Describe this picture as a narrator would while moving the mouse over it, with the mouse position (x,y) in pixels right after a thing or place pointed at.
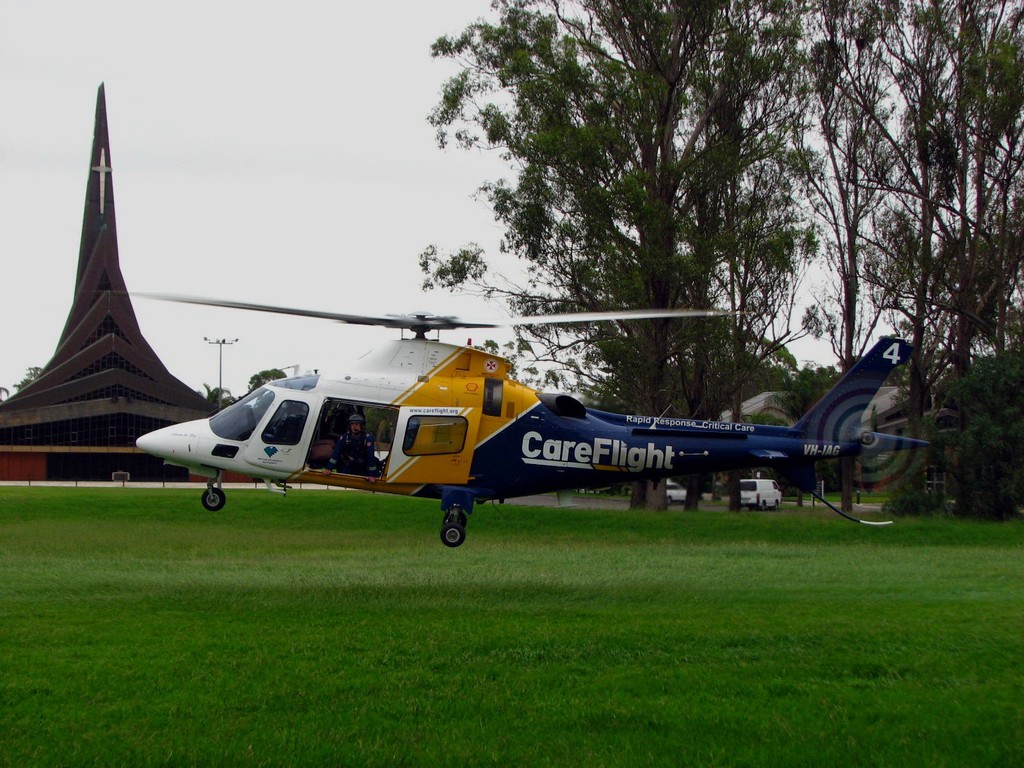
In this image there is a helicopter (417,316) flying in the air (204,389), and in the background (128,380) there is an architectural building (15,424), vehicles (746,492), trees (984,382), sky (473,333).
